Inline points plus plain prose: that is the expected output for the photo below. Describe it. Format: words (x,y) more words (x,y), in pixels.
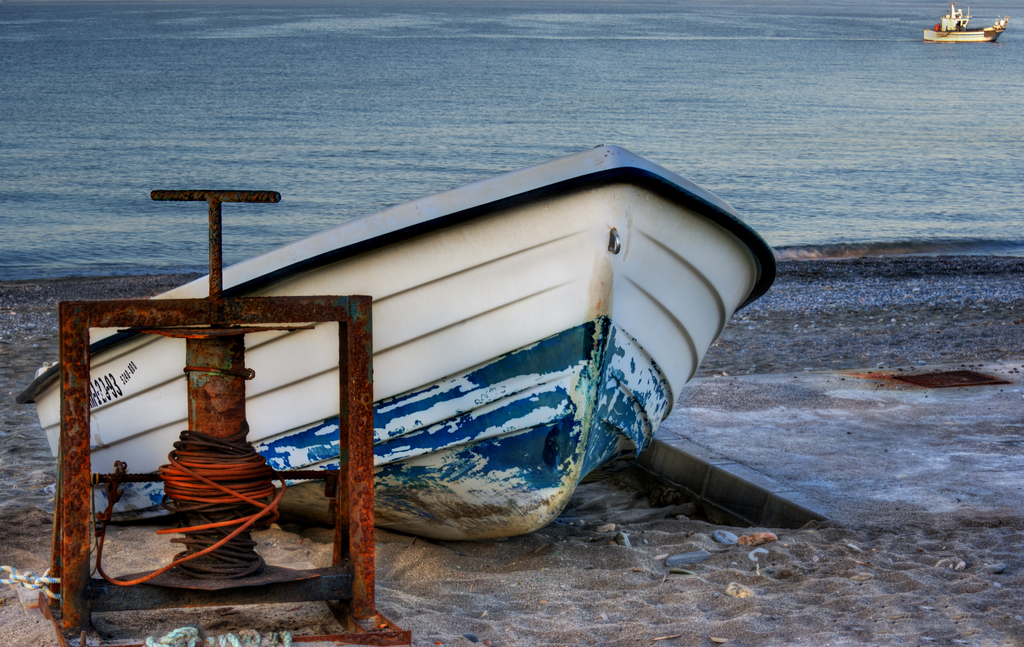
In this image I can see on the left side (213,368) there is a metal thing (362,436). In the middle (472,268) it is the boat (504,374) on the sand (583,500). In the right hand side (951,5) top there is the boat (978,30) in the sea (796,105).
